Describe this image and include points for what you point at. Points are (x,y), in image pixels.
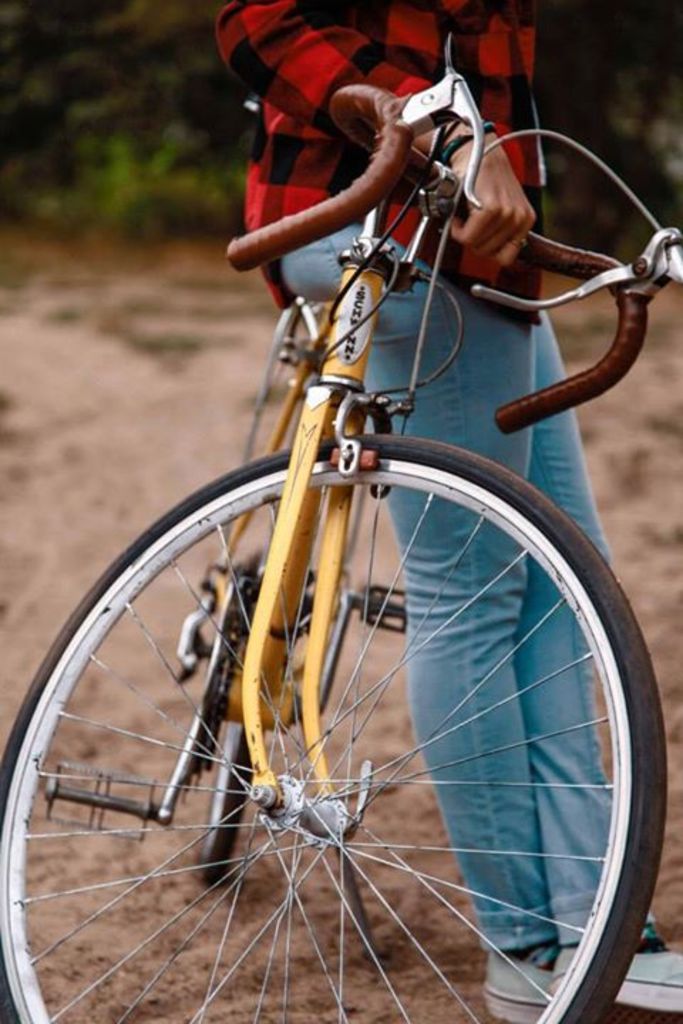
In this image I can see a cycle (334,558) and I see a person (295,56) over here who is wearing red and black top (292,61) and blue jeans (408,531) and I see the ground (31,316) and I see that it is blurred in the background (634,233) and I see that this person (522,31) is holding the handle (436,210) of the cycle (339,295).
